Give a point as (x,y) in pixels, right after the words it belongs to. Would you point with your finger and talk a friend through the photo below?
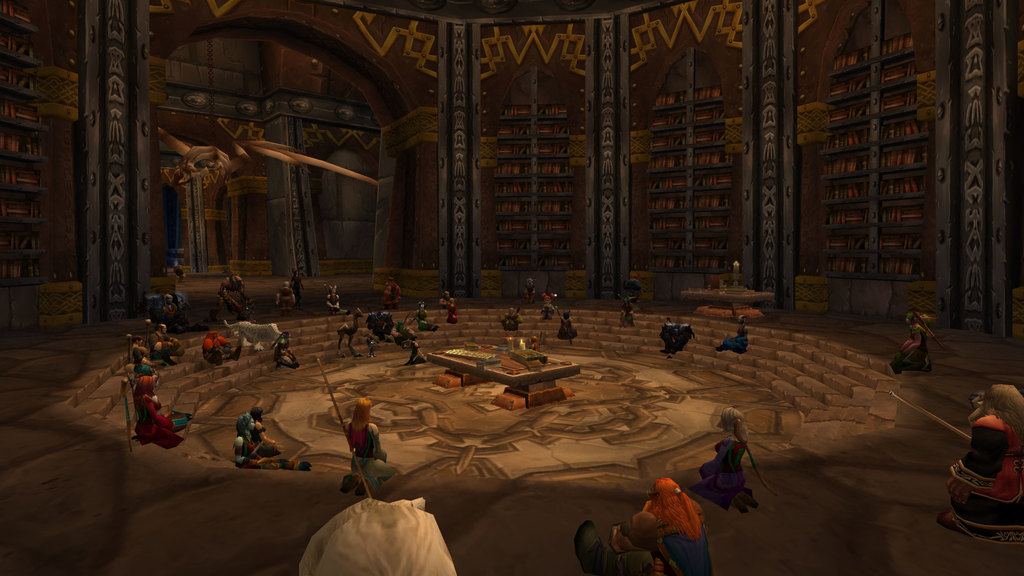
This picture is animated. This picture is inside view of a room (582,471). we can see some persons (731,492), wall (587,169) and some objects (461,357) are there.
